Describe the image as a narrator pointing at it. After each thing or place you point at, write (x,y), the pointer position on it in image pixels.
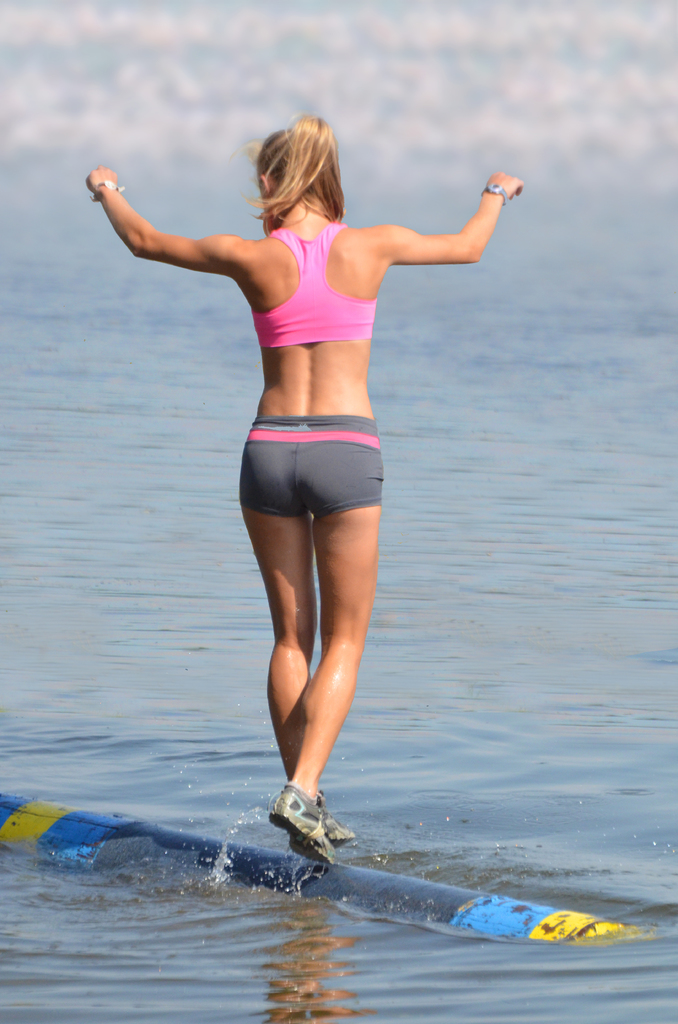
In this image we can see a woman (301,593) standing on the pole (346,874) that is placed in the water (510,761).
